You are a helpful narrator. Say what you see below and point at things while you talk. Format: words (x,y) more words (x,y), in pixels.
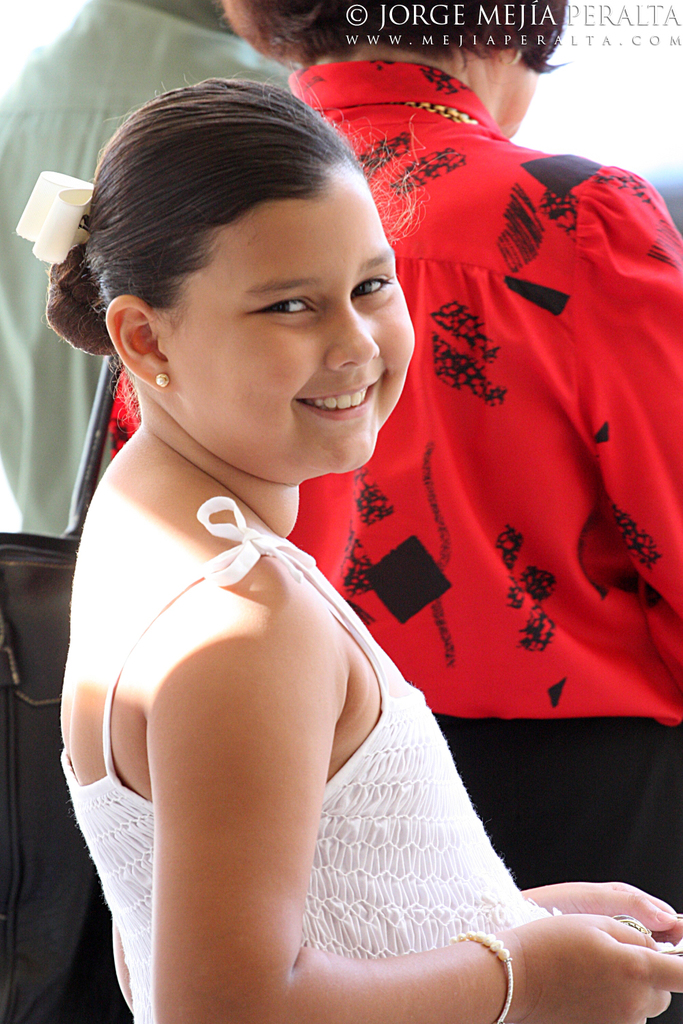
In this picture I can see a girl (288,596) smiling, and in the background (87,108) there are two persons (426,440) standing and there is a watermark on the image.
